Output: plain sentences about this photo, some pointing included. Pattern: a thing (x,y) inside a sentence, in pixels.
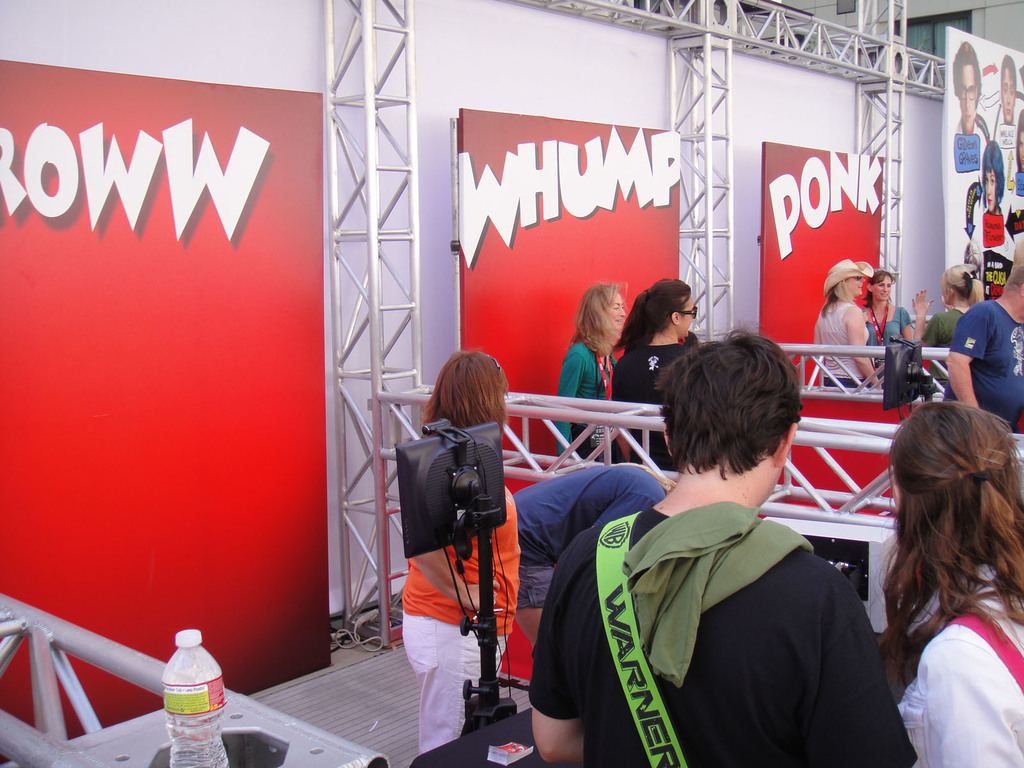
In this image there are persons (681,461) standing and in the front (183,736) there is a bottle (191,726). There are stands (838,469) there are boards (652,218) with some text (824,181) and images (977,132) on it and there is an object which is black in colour which is in the center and there is partition board (260,75) which is white in colour.
